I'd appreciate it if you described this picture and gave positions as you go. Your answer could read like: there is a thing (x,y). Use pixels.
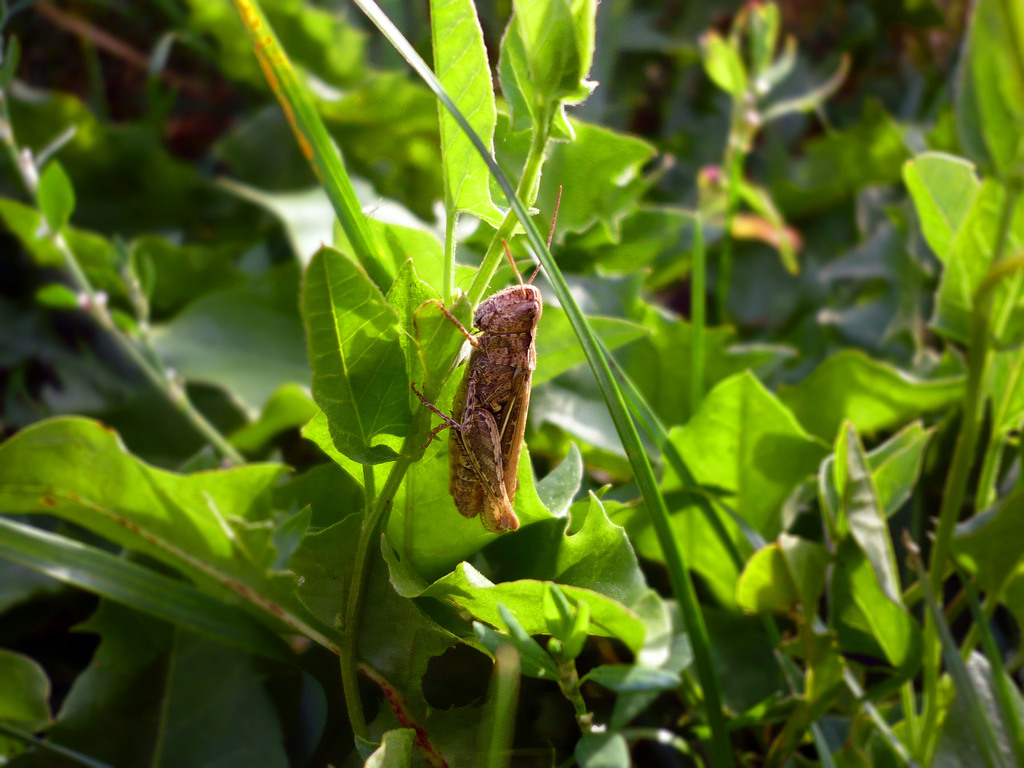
In the image I can see an insect (504,390) which is brown in color attached to a plant (439,366) which is green in color. I can see few other plants (779,370) which are green in color.
